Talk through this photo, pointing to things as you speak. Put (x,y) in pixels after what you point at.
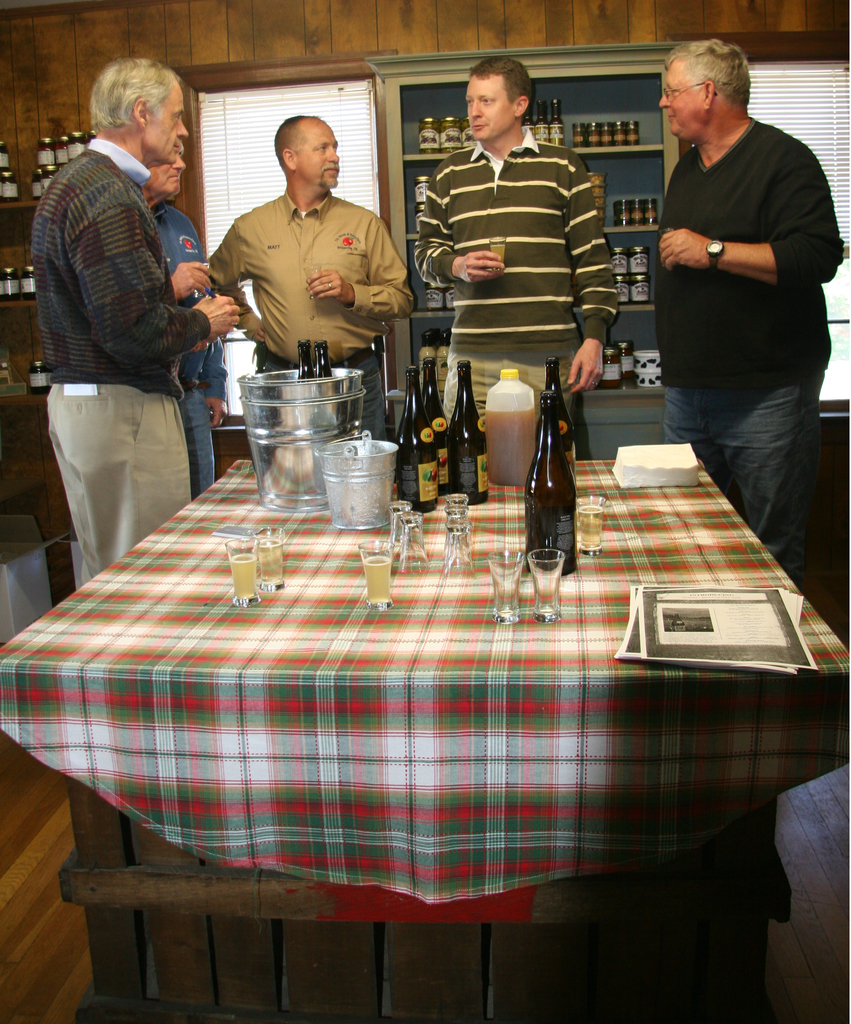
In this image i can see few persons (315,192) standing in front of a table (481,594), On the table (425,570) i can see few glasses (387,554), few containers (350,477) and few bottles (465,396). In the background (384,33) i can see the wall (380,33), the rack (566,117), a window blind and few bottles (50,140) in the shelf (634,163).
